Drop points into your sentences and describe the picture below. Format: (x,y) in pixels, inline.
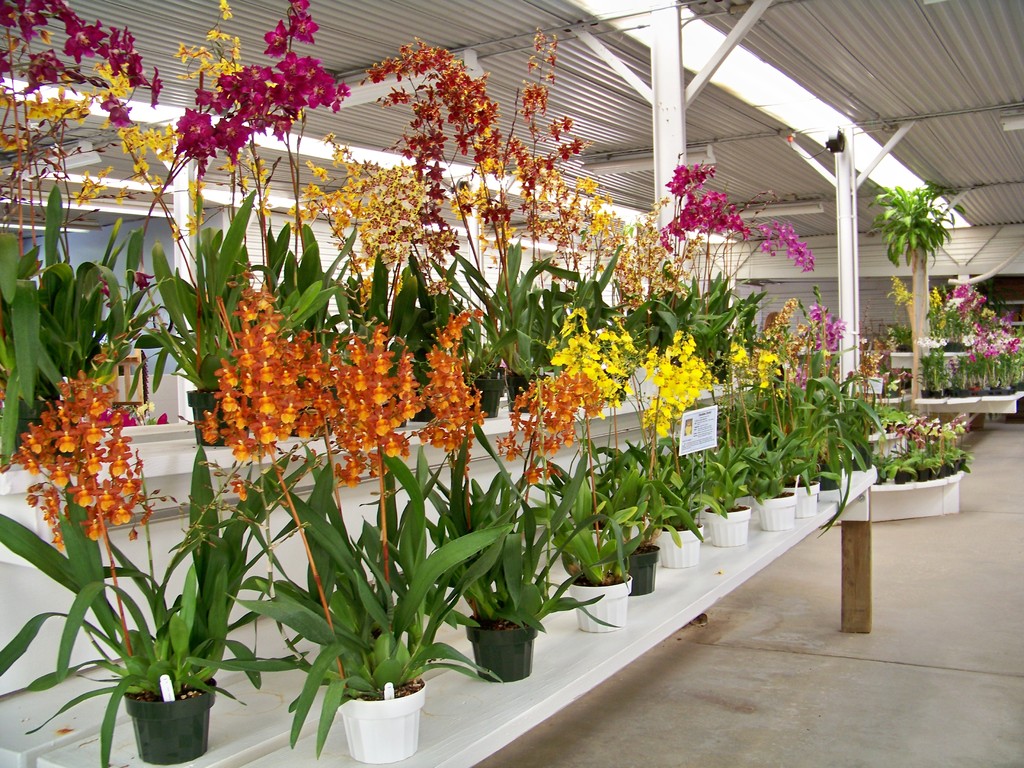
In this image I can see the ground (823,619), few poles (850,263), the ceiling (835,101) and few plants (431,568) to which I can see few flowers (271,410) which are orange, pink, yellow and white in color. I can see a white colored board (700,416) to a plant (685,378).
